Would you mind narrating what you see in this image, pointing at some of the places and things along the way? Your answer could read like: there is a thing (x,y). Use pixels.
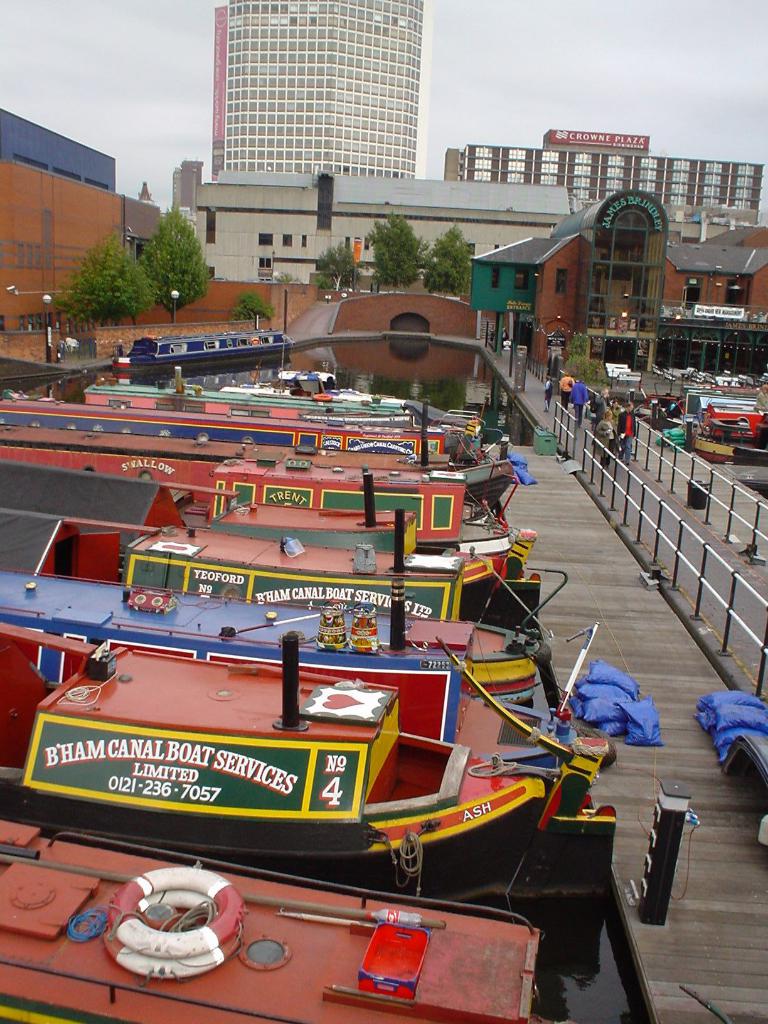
In this picture there are some red color boat (303,909) parked on the harbor area (751,516). On the right side (607,445) there is a pipe railing (647,439) and some people (623,448) walking on the walking area (684,501). In the background (587,289) there are some huge buildings (553,285) and trees (346,269).
